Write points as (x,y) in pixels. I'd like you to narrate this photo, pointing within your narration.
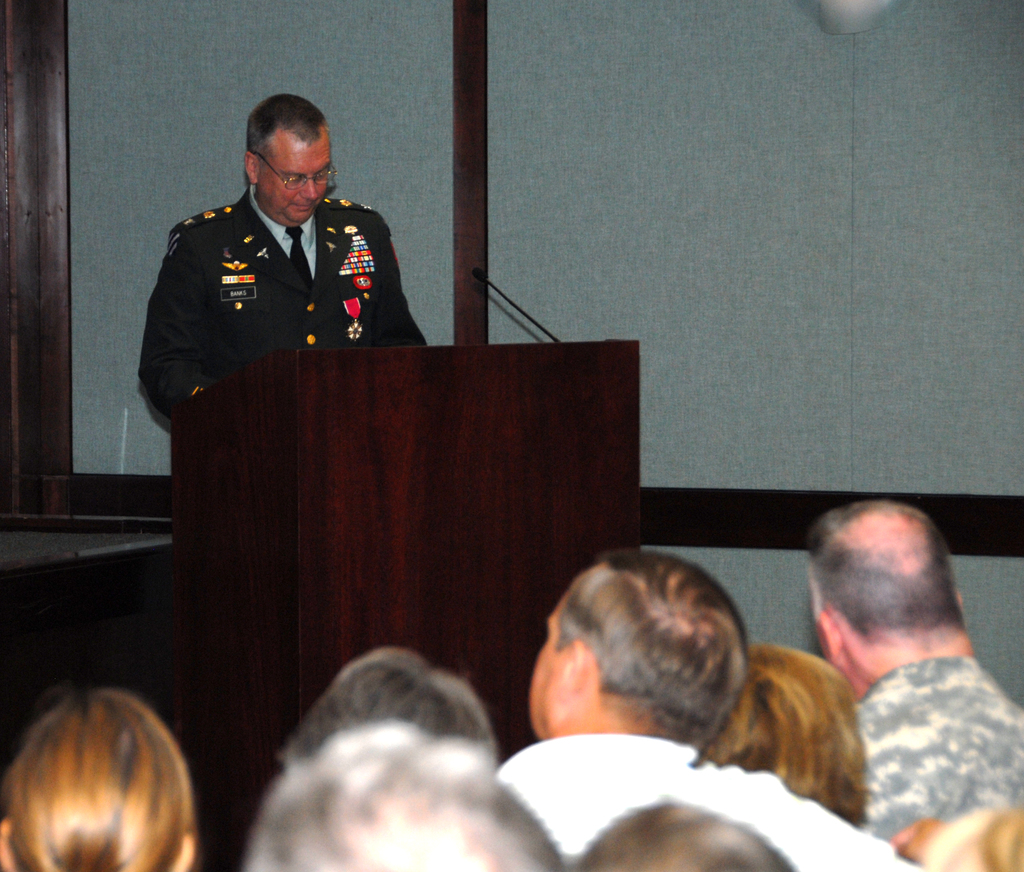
In this image in the front (684,757) there are persons (793,773). In the center (389,448) there is a podium (440,431) and on the podium (502,401) there is a mic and behind the podium (457,426) there is a man (262,284) standing and in the background (754,91) there is a wall (700,103).
